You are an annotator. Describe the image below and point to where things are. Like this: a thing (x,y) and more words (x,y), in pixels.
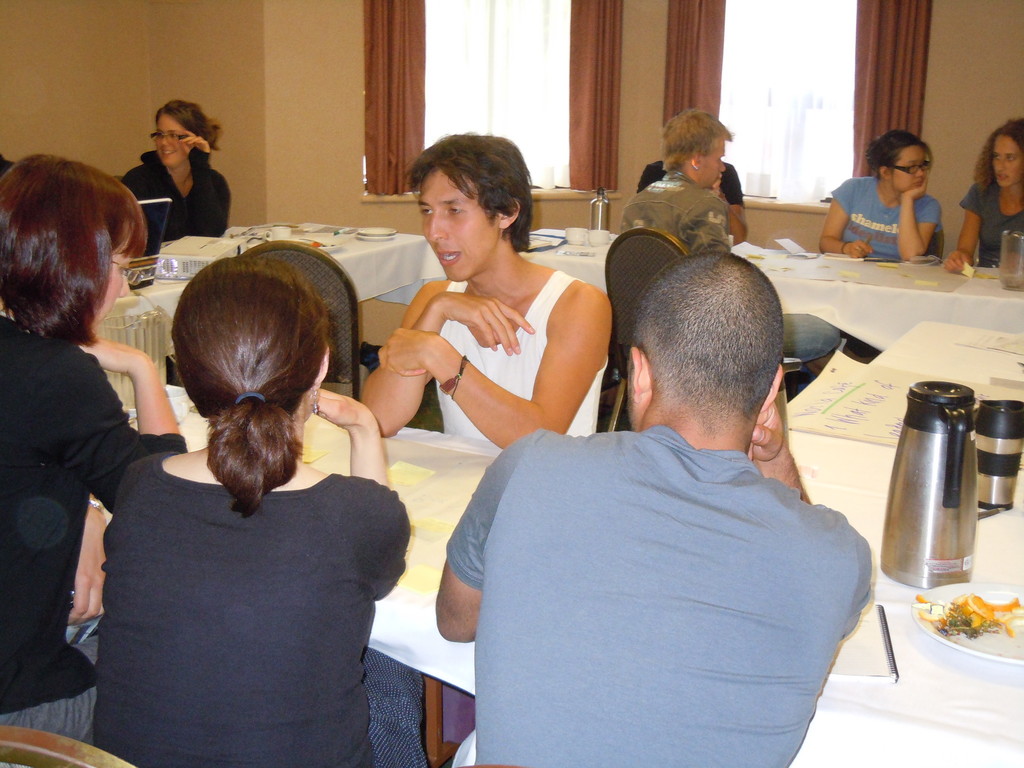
In this image, group of people (670,203) are sat on the chair (435,734). In-front of them so many tables (918,302), few items (874,259) are placed on it. At the back side (283,223), we can see wall (323,120), window (567,90), curtains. Few peoples (933,194) are smiling, few are talking with others.
